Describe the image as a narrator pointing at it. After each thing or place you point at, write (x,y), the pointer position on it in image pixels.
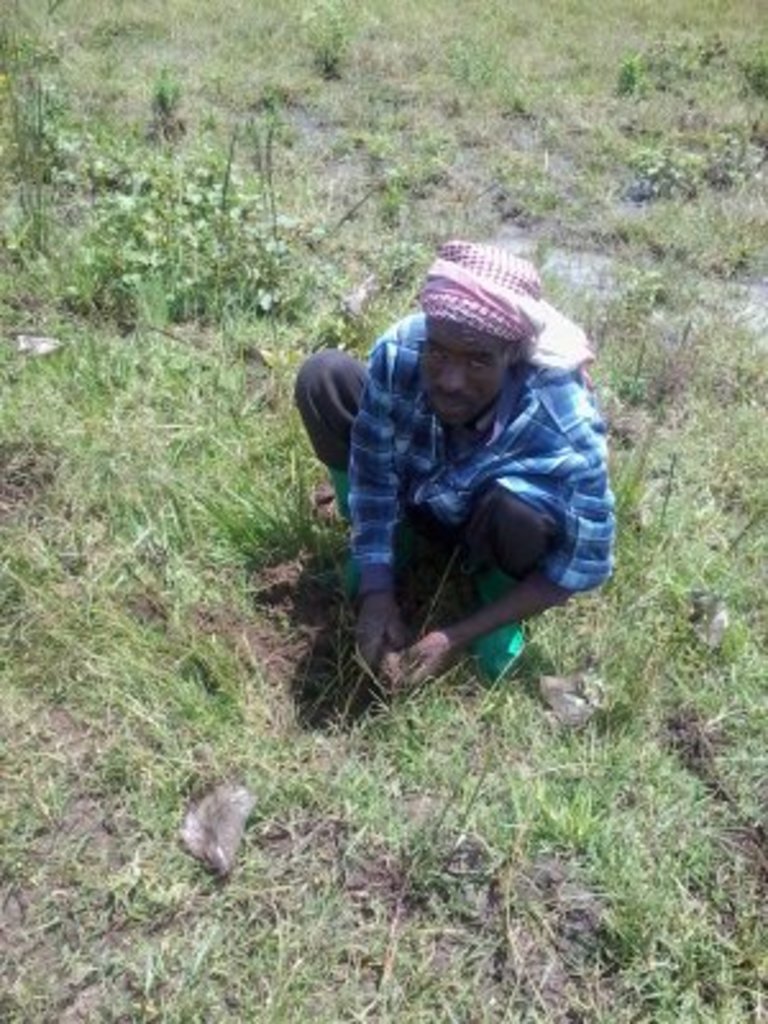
In this picture there is a person (502,452) wearing blue shirt (479,458) is crouching and planting grass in front of him and there is greenery ground (372,270) around him.
